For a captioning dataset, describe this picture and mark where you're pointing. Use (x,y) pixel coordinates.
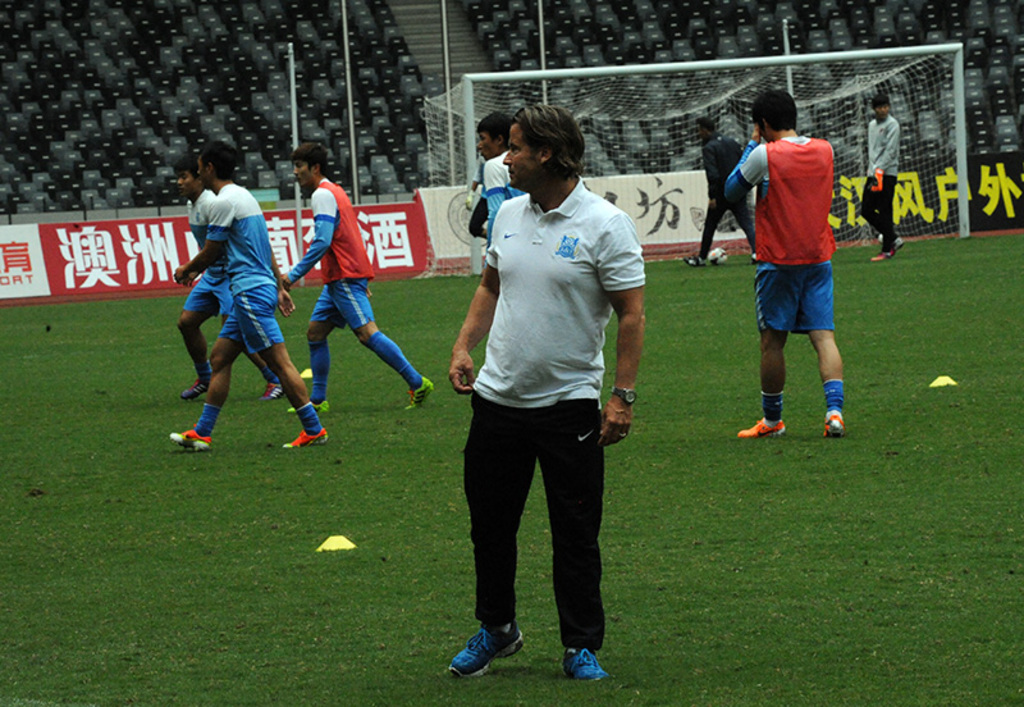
In this image we can see a few people (479,294) on the ground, there are some poles (468,141), chairs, net (840,197) and boards (385,229) with text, also we can see a staircase (421,40).
